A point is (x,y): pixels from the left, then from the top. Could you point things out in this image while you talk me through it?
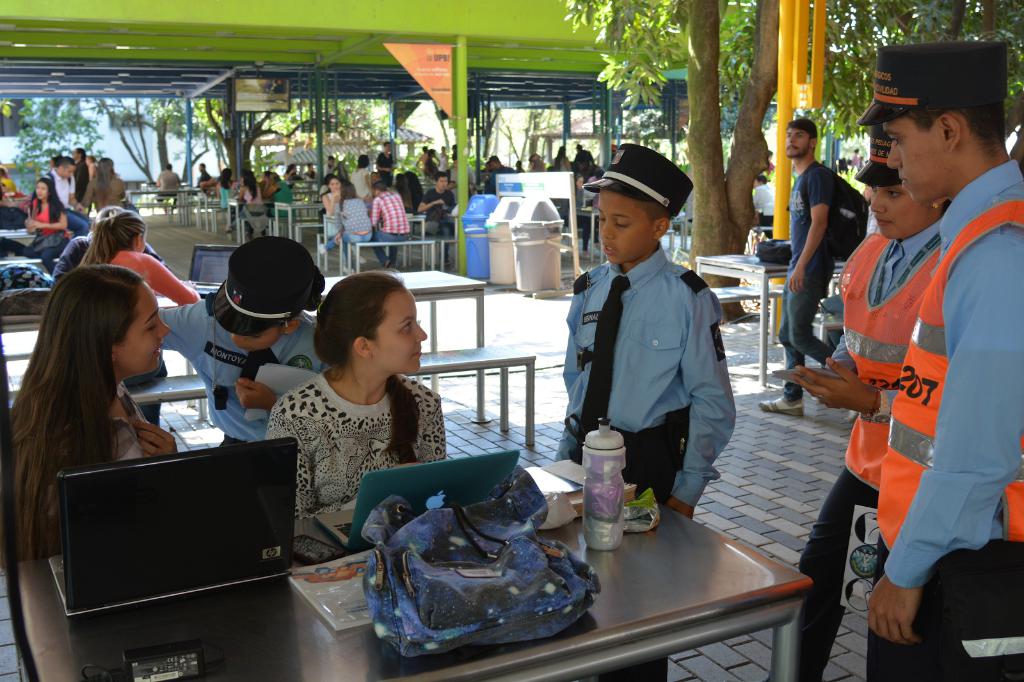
In the foreground of this picture (562,506), there is a table (543,524) on which laptops (260,507), a bag (524,535), a bottle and books (561,478) are placed on it and there are two women (78,456) sitting in front of a table (798,586). There are four police (654,316) standing near the table (793,633). In the background (358,183), we can see the persons (345,194) sitting near the tables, baskets (504,233), flags (417,77), a TV (277,83), tree (631,35) and a person (797,207) walking on the right side of the image (813,255).
